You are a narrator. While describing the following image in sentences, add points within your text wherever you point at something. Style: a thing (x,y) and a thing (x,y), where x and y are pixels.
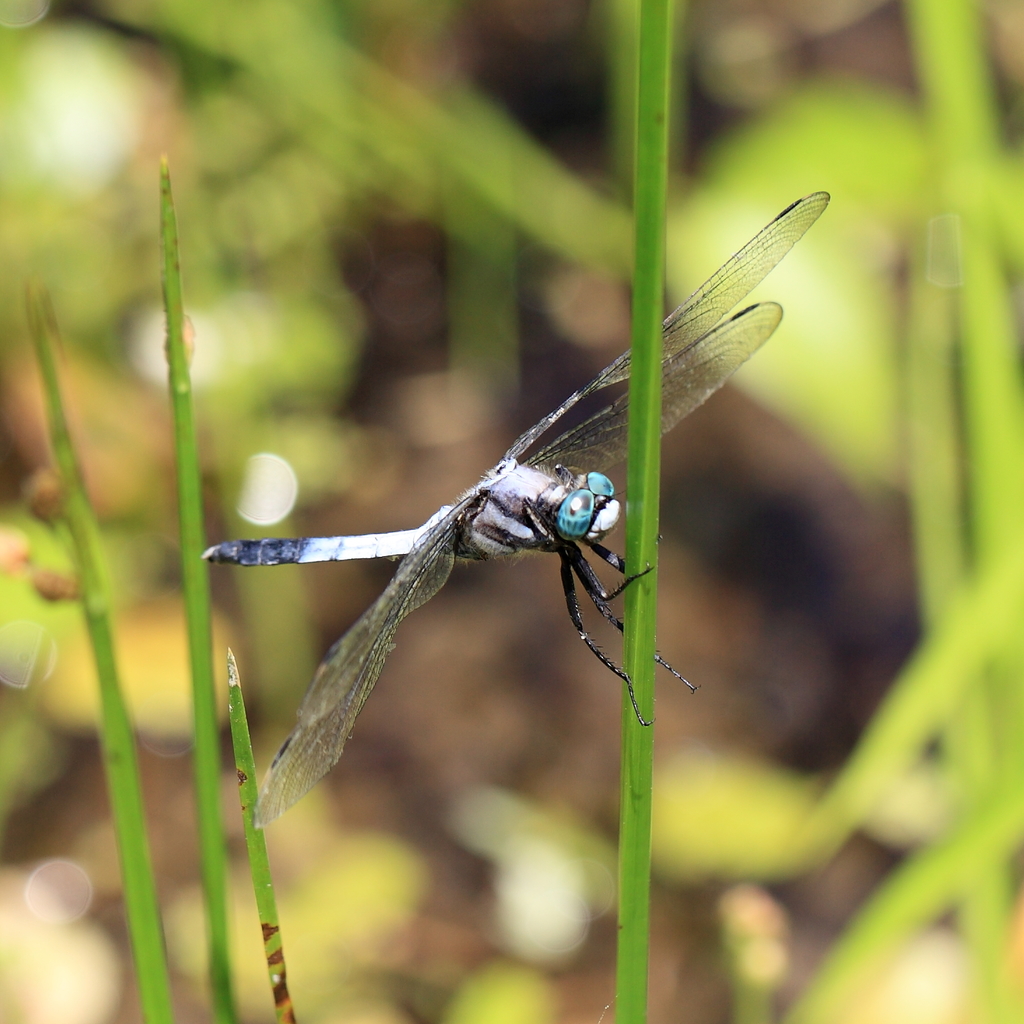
This image consists of a dragonfly (447,546) on the plant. We can see the grass (997,580) in this image. The background (401,153) is blurred.
